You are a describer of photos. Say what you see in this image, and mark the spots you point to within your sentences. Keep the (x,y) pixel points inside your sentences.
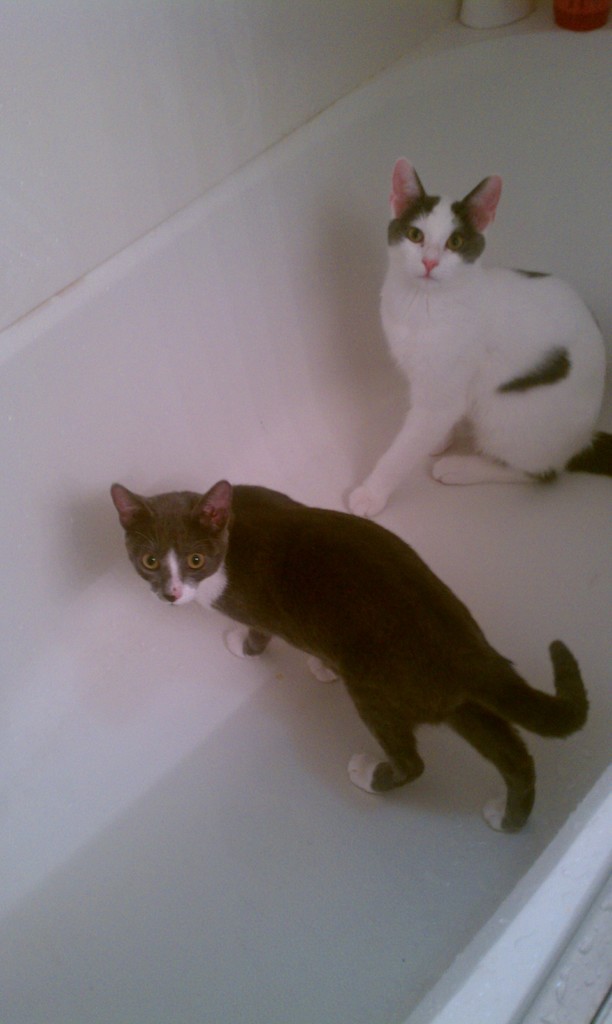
In this image we can see two cats (403,589) on the surface (284,743), one is white in color and the other one is black in color.
